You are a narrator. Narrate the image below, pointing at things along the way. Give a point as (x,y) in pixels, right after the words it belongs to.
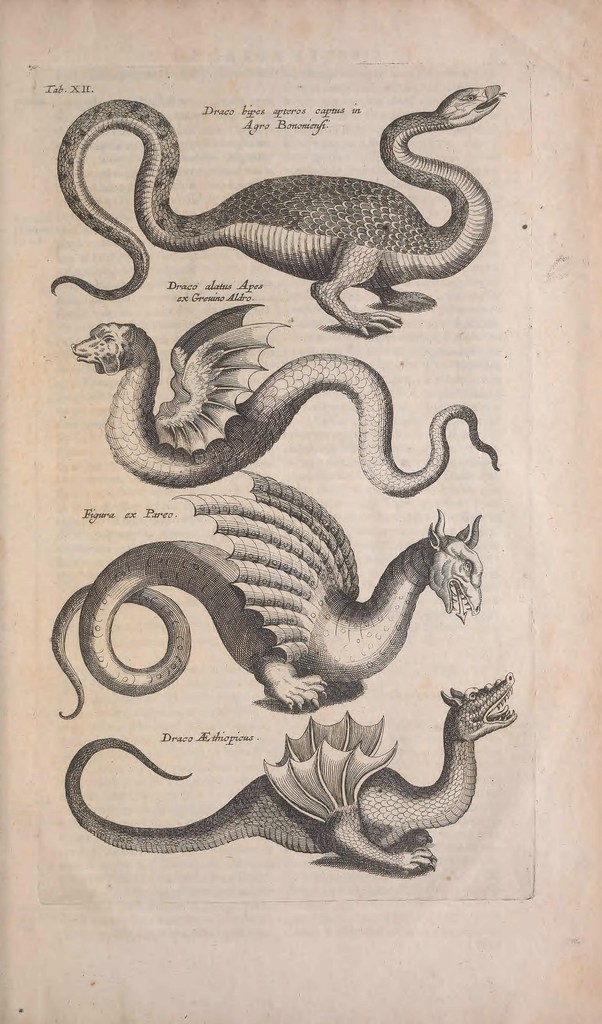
In this image we can see a drawing (339,702). In the image we can see four animals (292,563) and some text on it.
